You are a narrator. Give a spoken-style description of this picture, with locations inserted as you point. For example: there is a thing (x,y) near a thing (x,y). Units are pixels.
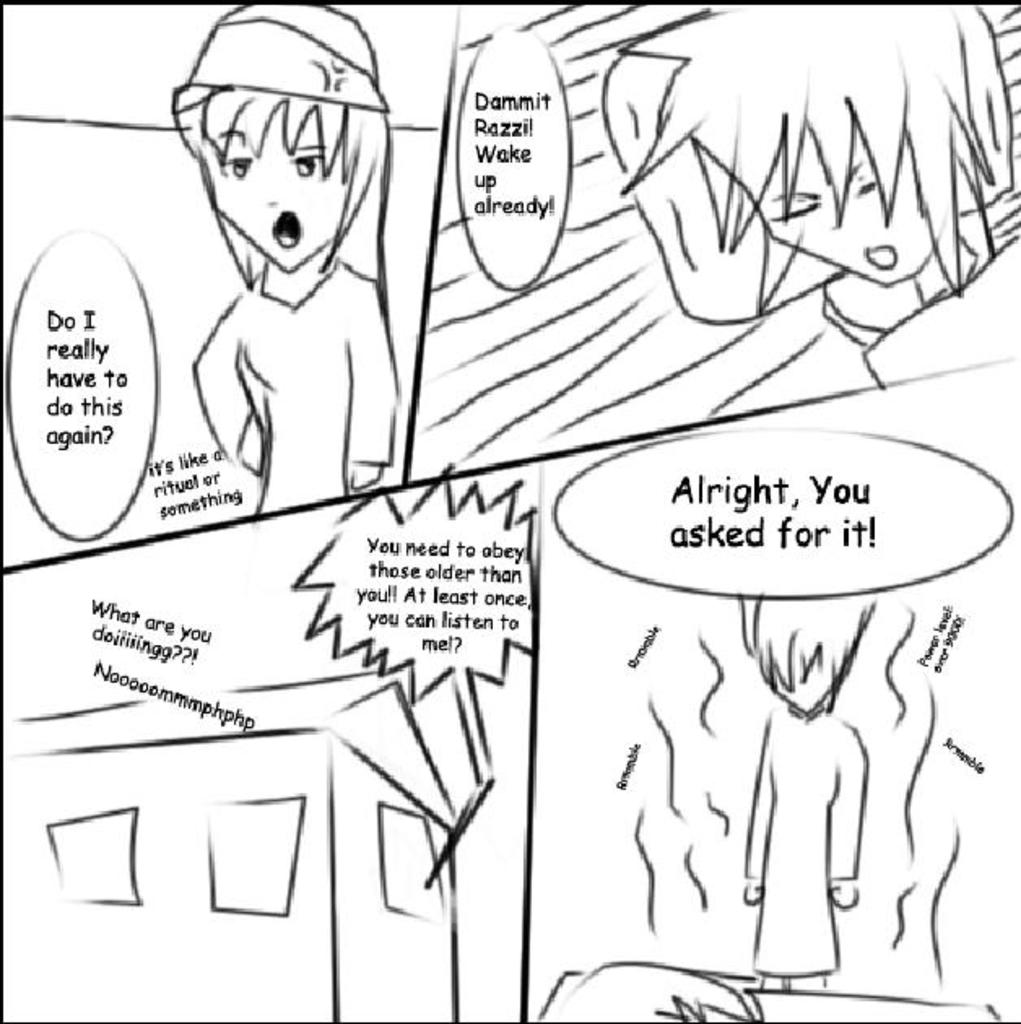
In this image I can see few cartoon images (945,302) and something is written on it. Background (875,912) is in white color.
